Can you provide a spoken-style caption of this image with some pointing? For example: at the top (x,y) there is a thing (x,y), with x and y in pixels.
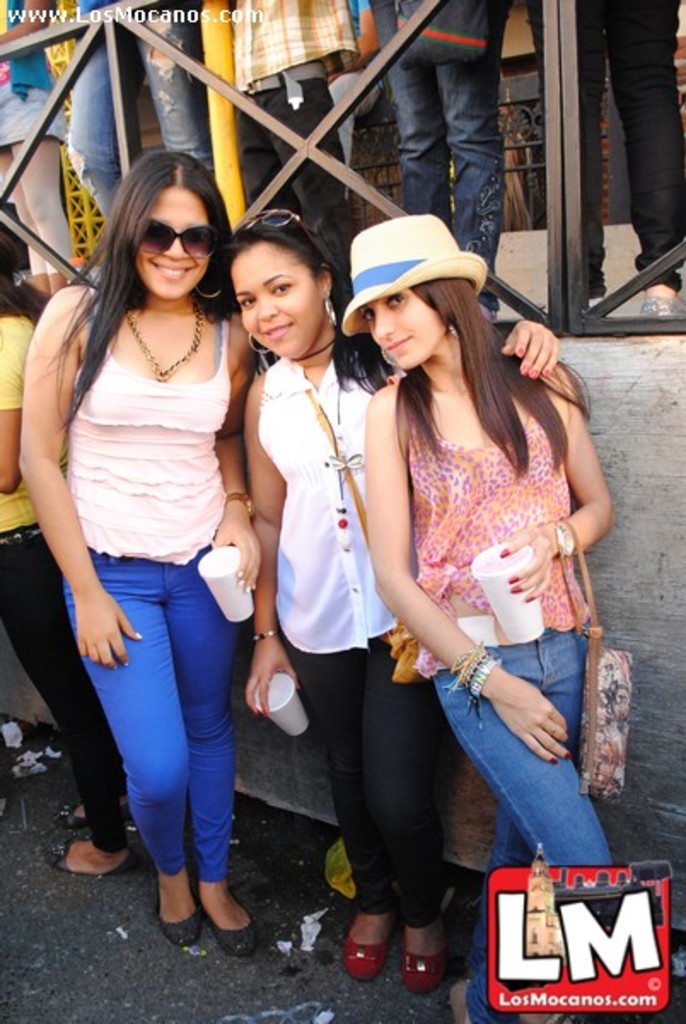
As we can see in the image there are few people (198,532) here and there. The woman (561,754) on the right side (478,485) is wearing pink color dress (519,478), yellow color hat (467,256) and holding a glass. The woman (433,702) in the middle (357,417) is wearing white color dress (318,576) and the woman (113,343) on the left side (131,257) is wearing goggles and holding a glass (236,598).
